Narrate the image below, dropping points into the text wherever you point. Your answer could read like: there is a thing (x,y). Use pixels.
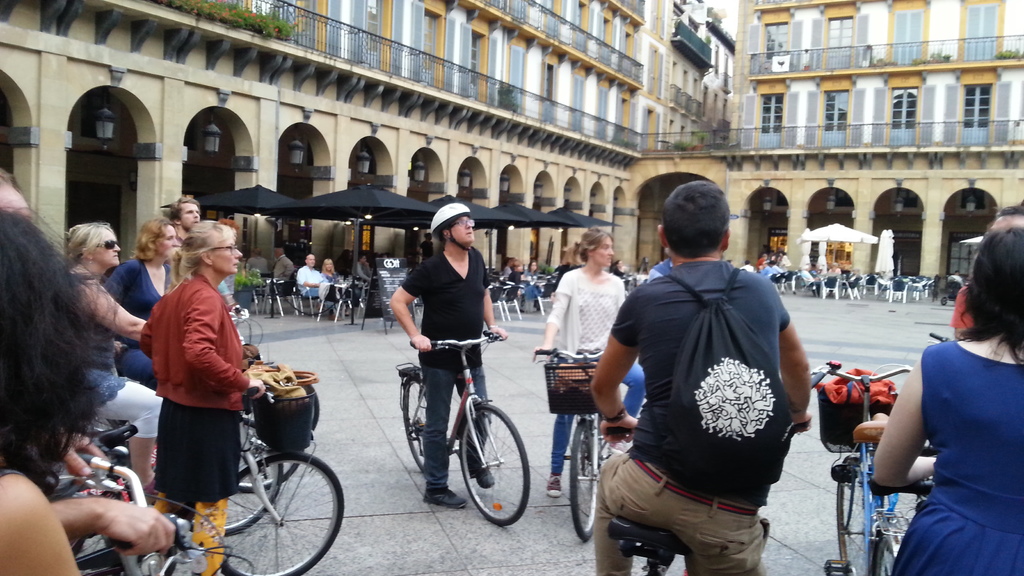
In this image, There are some people (957,456) standing and holding the bicycles (559,405) and in the background (851,281) there are some chairs (872,283) and there are some walls (402,139) which are in yellow color.
